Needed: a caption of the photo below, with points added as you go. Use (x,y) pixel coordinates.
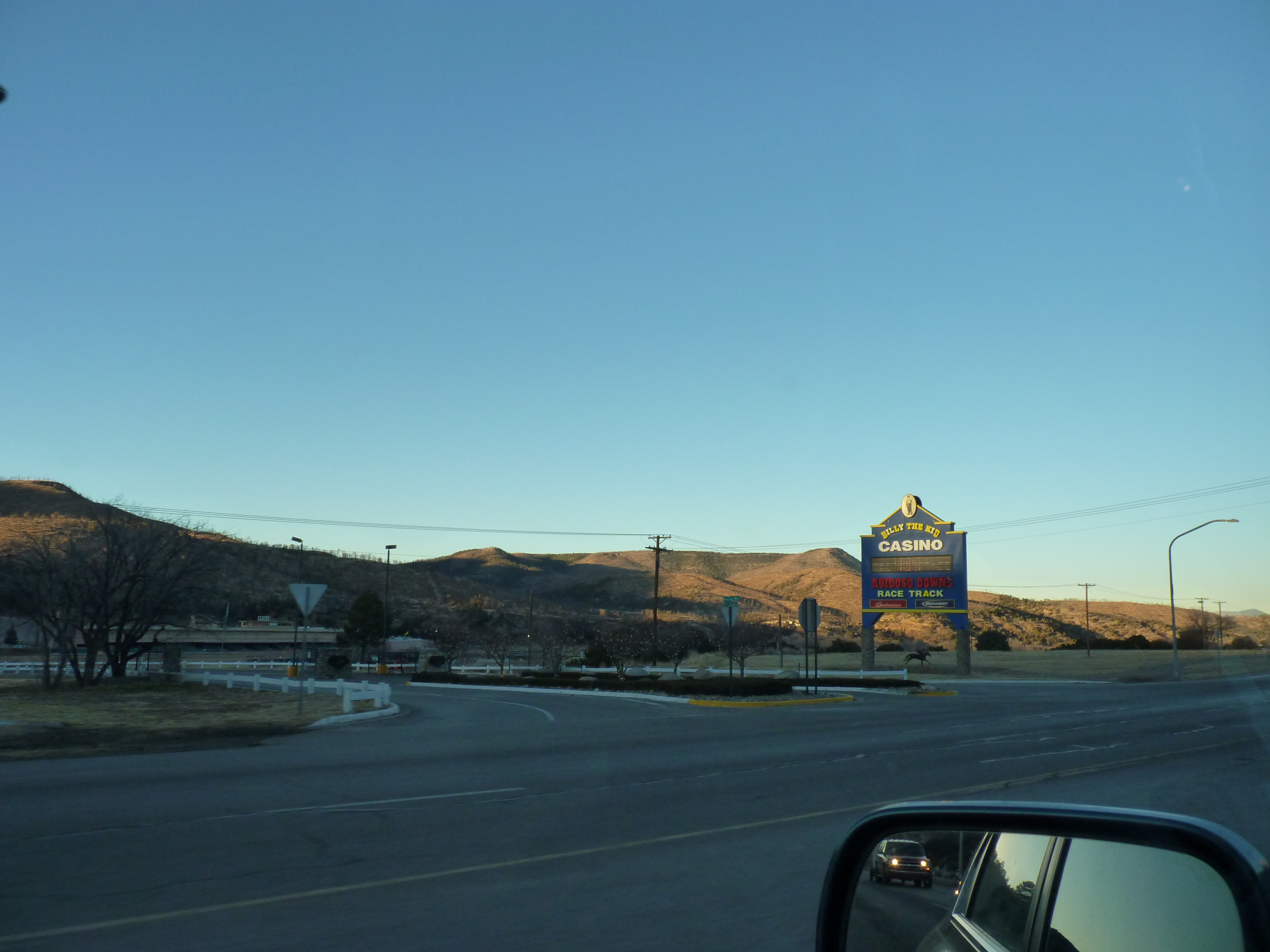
At the bottom of the picture (1017,861), we see a mirror (941,908) from which we can see a moving car (874,867). Beside that, we see the road (440,814). There are trees (586,645) and street lights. Beside that, we see a board (912,558) with some text (912,542) written on it. There are hills (63,488) in the background (816,576). At the top of the picture (529,184), we see the sky (655,385), which is blue in color.
